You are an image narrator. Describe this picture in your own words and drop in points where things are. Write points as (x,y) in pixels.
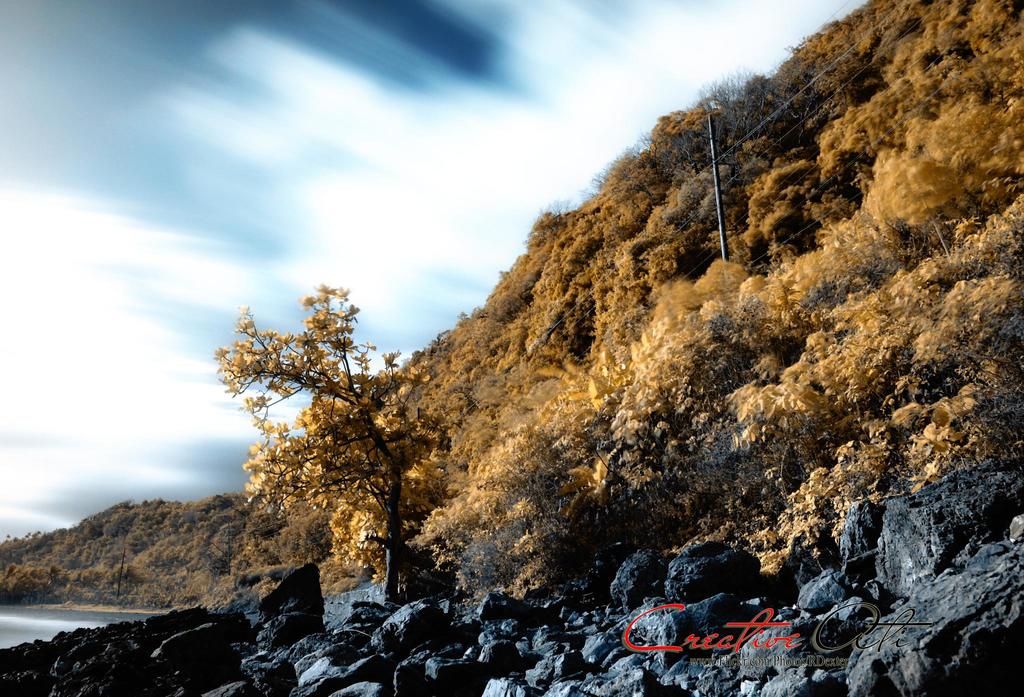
There are many trees (771,313) in the background (690,310). At the bottom of the picture (534,599), we see rocks (683,618) and we even see an electric pole (718,188) in the middle of the trees (624,387). In the left bottom of the picture (114,618), we see water (10,631). At the top of the picture (287,89), we see the sky (419,153) and it is blurred.
